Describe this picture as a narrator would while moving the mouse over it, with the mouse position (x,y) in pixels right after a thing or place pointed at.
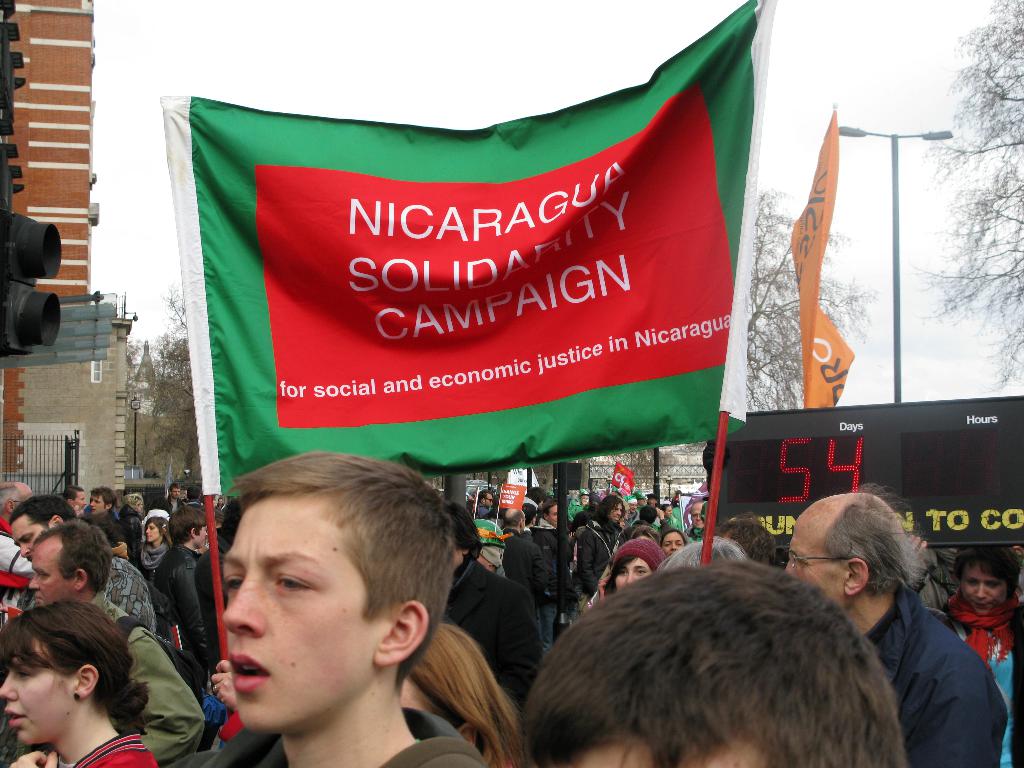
In the picture there are group of people (408,546) protesting for the justice related to social and economic issues and there is a huge crowd (609,554) standing in an area (70,510) and behind the crowd (97,545) there is a street light (894,393) and in the background (788,293) there are few trees (771,300) and sky (440,30).
